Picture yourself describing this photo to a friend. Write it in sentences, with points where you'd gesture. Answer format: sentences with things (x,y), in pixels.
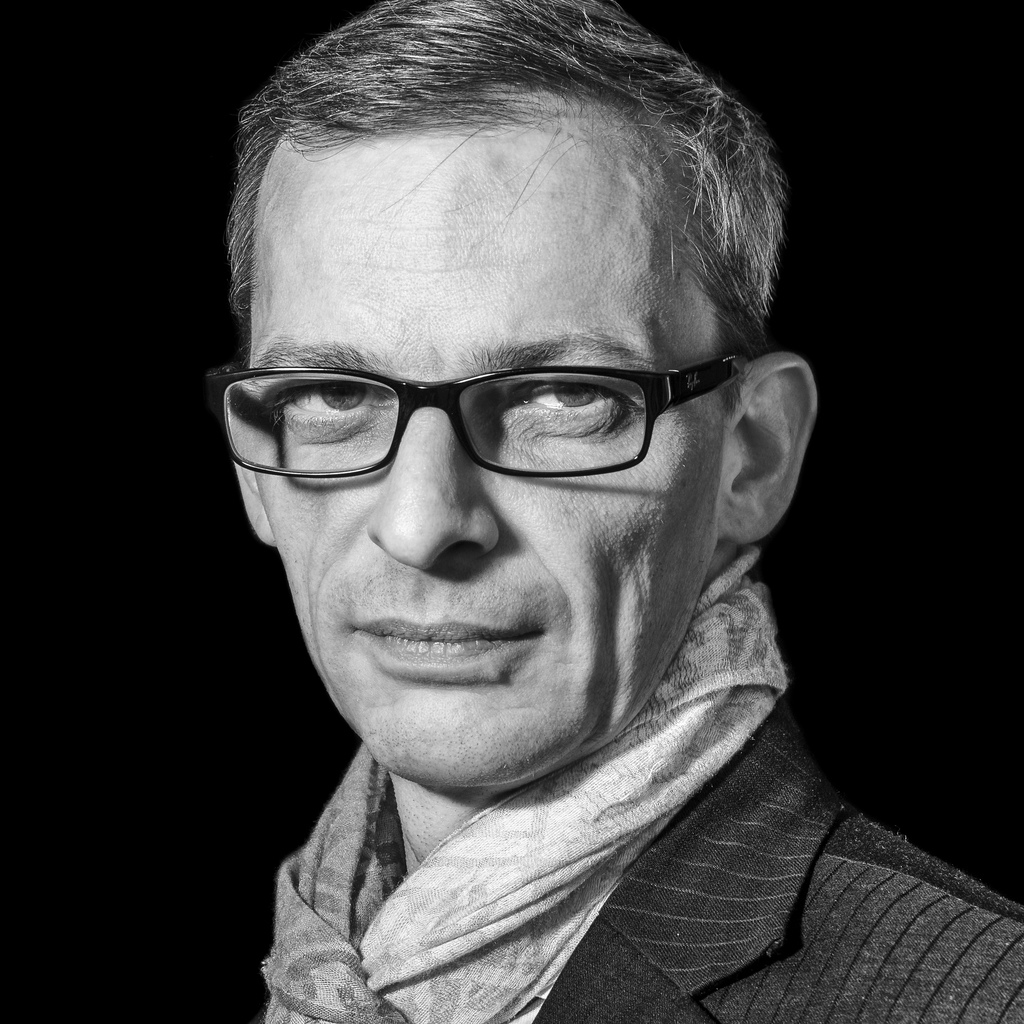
In this image I can see a person (584,722) wearing black colored dress (735,868) and black colored spectacles (502,409). I can see the black colored background (829,63).
